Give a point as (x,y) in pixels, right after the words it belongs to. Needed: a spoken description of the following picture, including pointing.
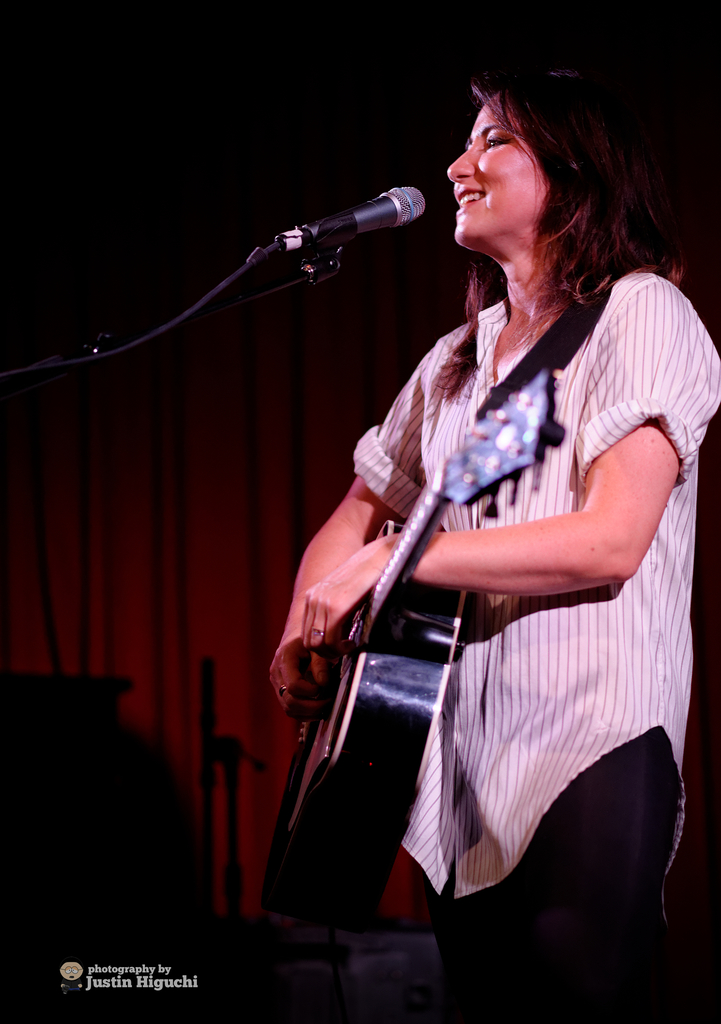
In this image there is a person (573,622) wearing white color shirt (524,604) playing guitar (521,437) in front of her there is a microphone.
